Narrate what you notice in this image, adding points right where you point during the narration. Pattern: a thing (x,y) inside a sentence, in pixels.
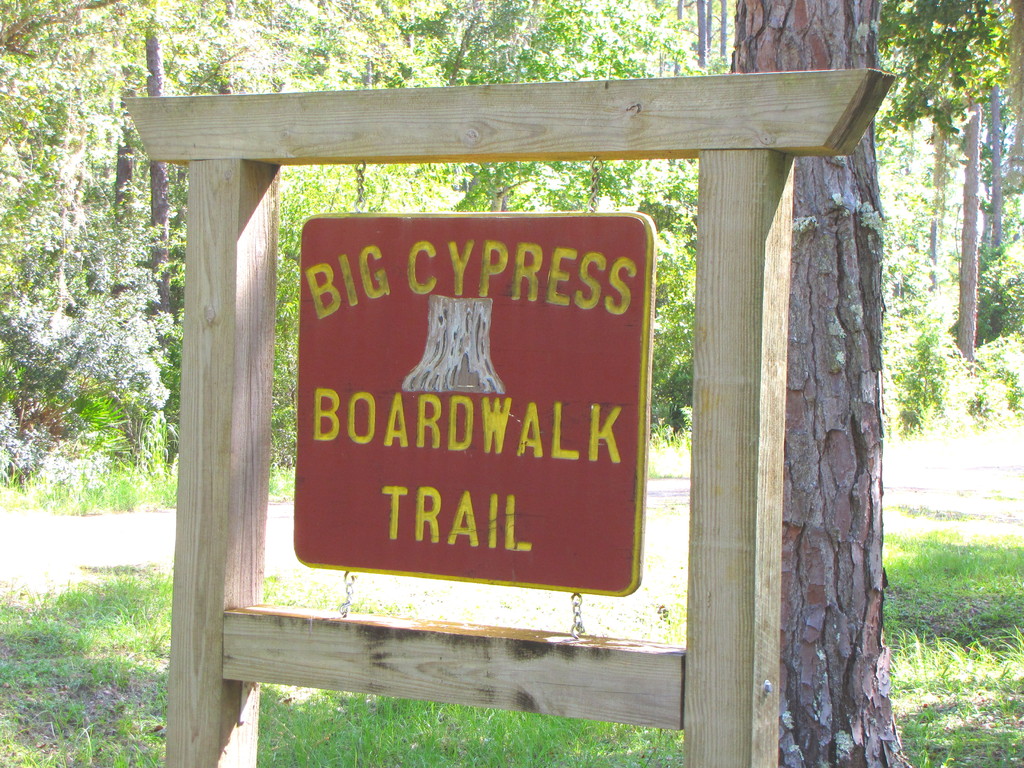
In this image there is a board (420,455) with trail name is hanging on the poles (758,651) behind that there are so many trees (1005,107) and road (994,518).
